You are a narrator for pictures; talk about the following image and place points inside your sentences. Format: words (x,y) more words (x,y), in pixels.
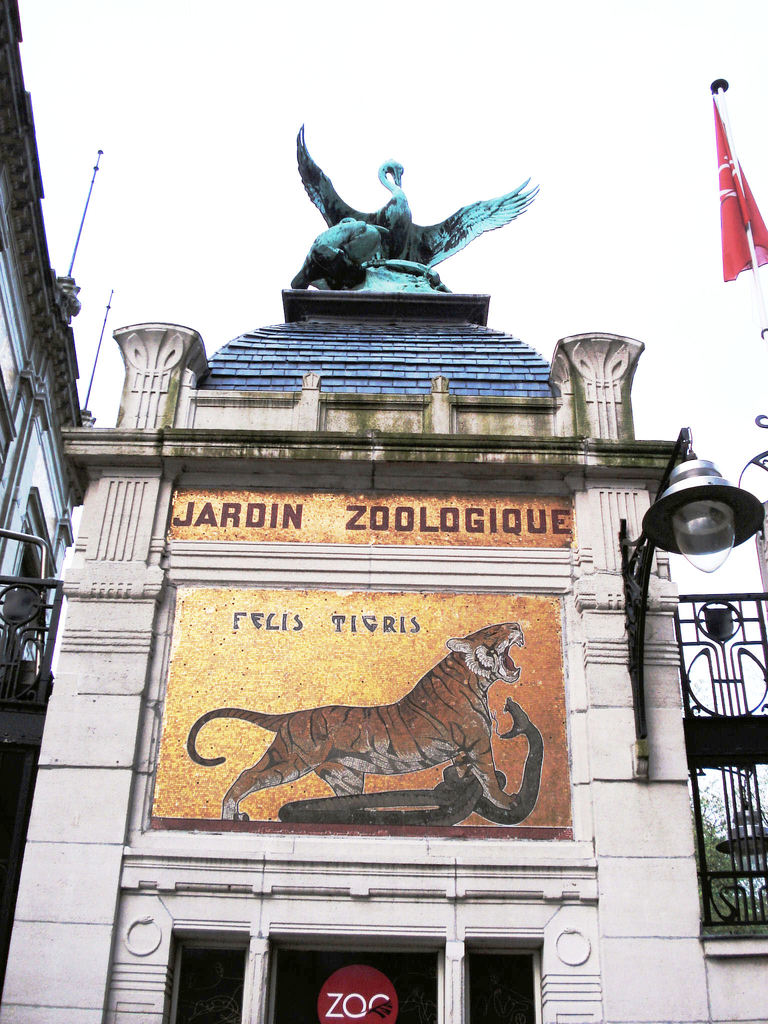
In this image we can see buildings (370,635), sculpture (505,210), light (758,510), name board (417,614), gate (740,654), flags (726,172), poles (643,609) and other objects (467,820). In the background of the image (28,57) there is the sky (409,125).
